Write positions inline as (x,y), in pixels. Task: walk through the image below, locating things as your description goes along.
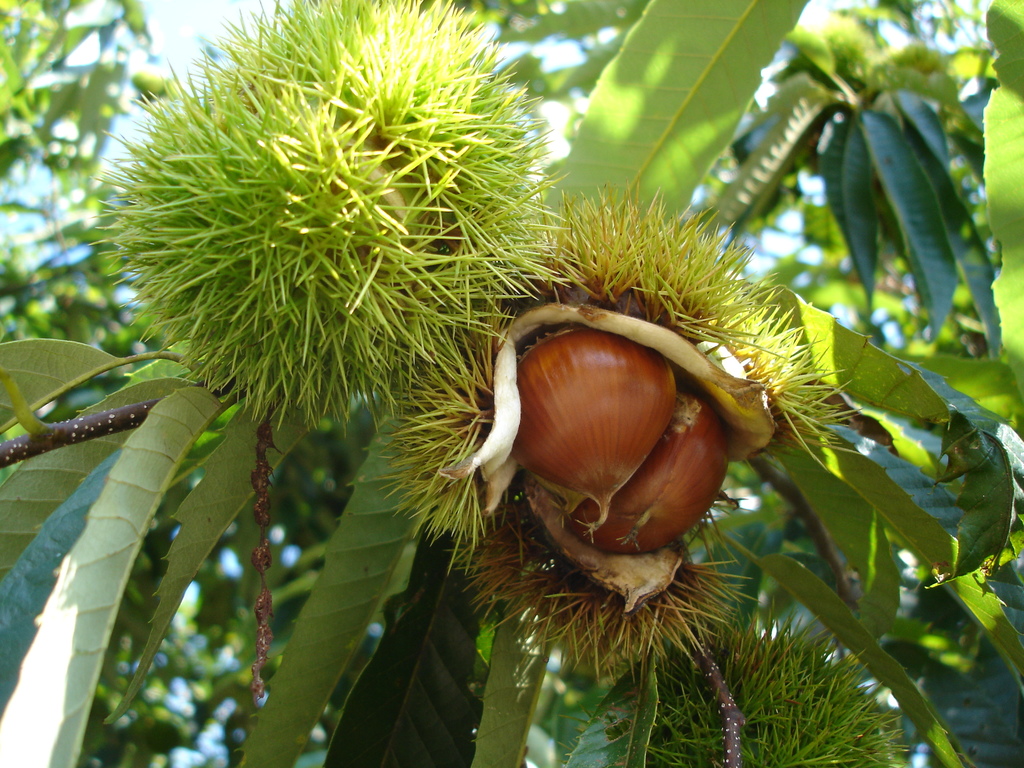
In this picture, we see the plants (672,247) or trees (637,139) which have fruits (628,538). In the background (765,190), we see the trees (52,90). This picture is blurred in the background (17,241).
